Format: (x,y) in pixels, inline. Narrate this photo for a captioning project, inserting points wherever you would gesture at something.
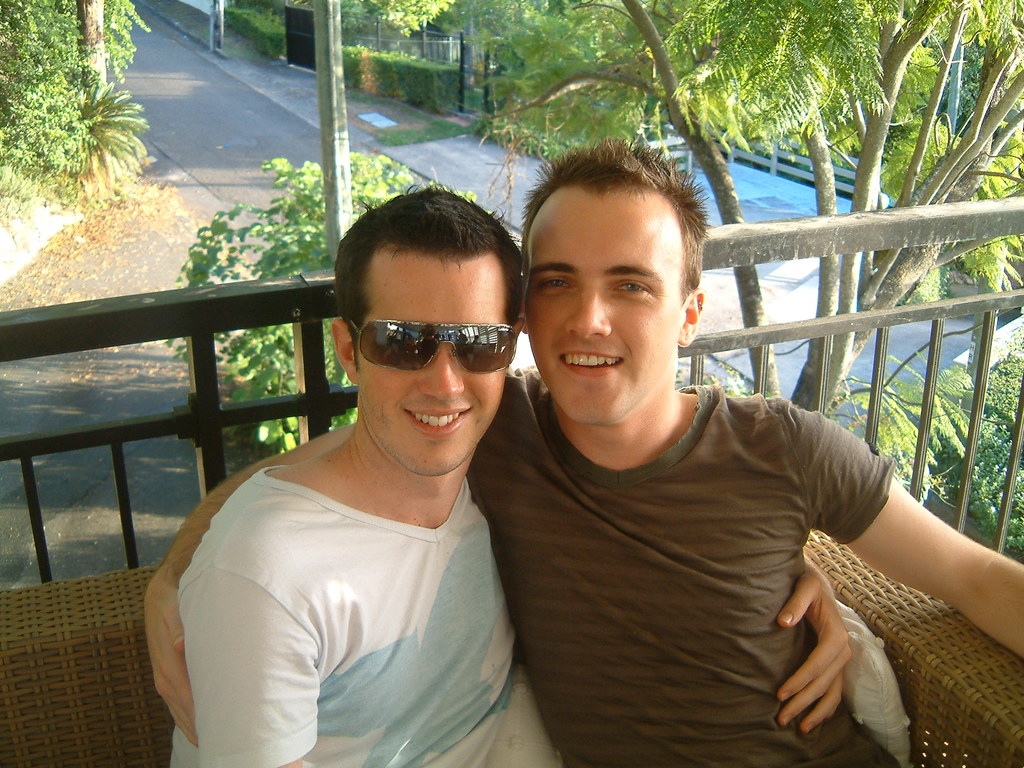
In this image I can see two men (437,544) are sitting and I can see smile (468,410) on their faces (419,436). I can also see both of them are wearing t shirts (428,587) and one of them is wearing shades (476,338). In the background (938,175) I can see number of trees (771,88) and bushes (400,63) over there.
